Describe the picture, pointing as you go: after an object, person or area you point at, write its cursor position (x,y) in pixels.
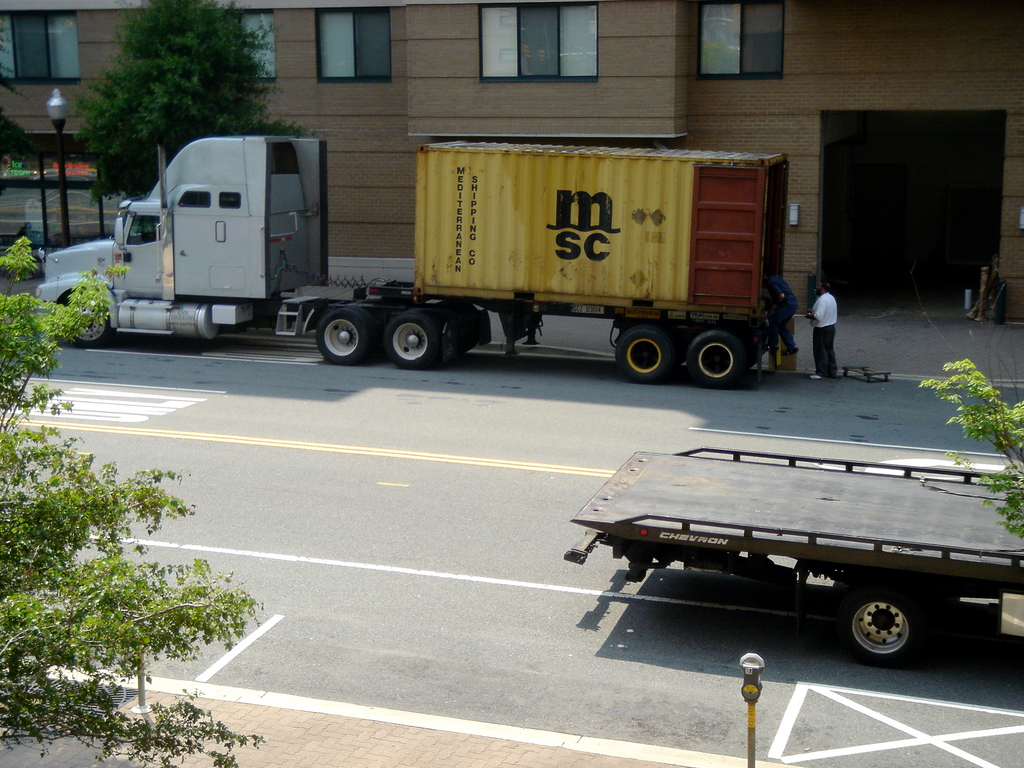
In the foreground of the picture (63,638) there are trees (219,724), footpath (230,718) and road (504,616), on the road (135,341) there are trucks (439,327). In the background (868,209) there are people (781,311), footpath (840,315), trees (118,131), poles (59,148) and buildings (540,83).
